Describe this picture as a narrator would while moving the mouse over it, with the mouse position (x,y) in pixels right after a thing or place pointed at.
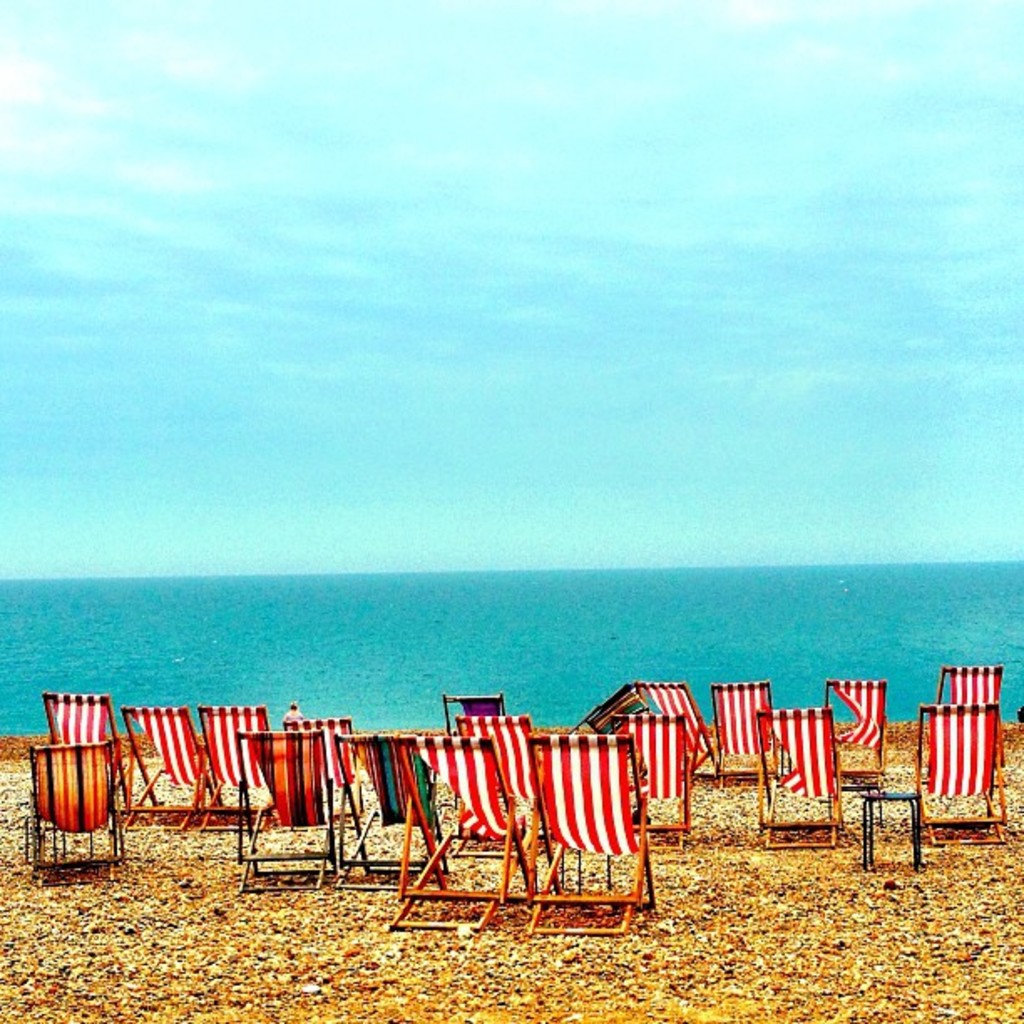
In this picture I can observe some chairs (318,743) placed on the land (332,925). In the background (318,640) there is an ocean (373,608) and sky (227,313).
